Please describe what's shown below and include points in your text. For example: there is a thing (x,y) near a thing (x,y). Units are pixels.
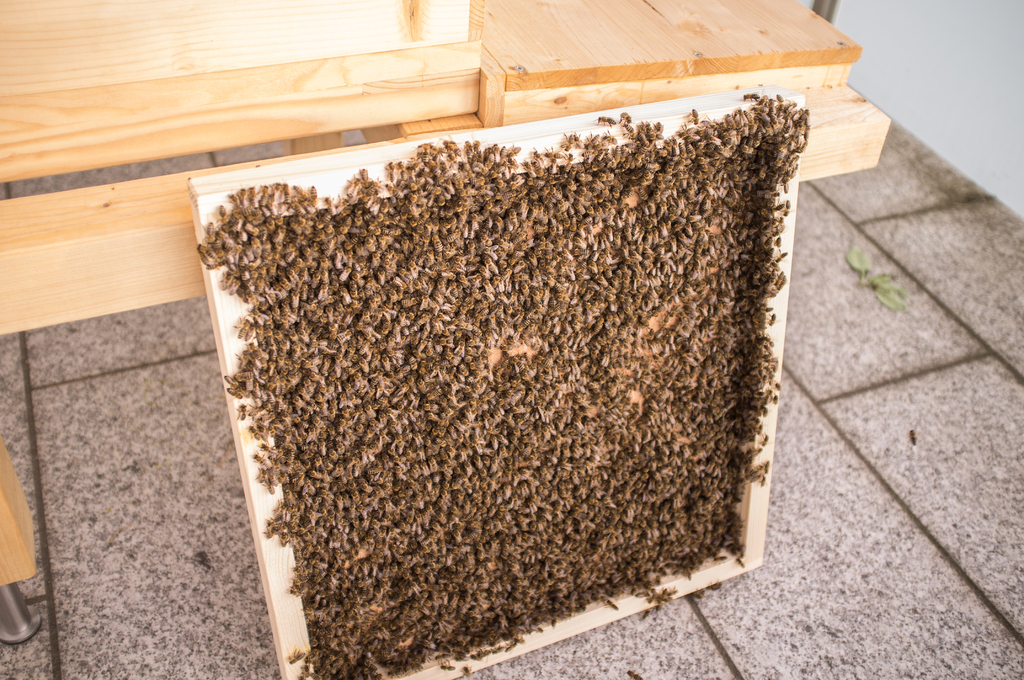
In the center of the image (543,359), we can see bees (590,311) on the honeycomb (396,208) and in the background (280,66), there is a wooden stand (184,203). At the bottom (889,484), there is a floor (847,467).
